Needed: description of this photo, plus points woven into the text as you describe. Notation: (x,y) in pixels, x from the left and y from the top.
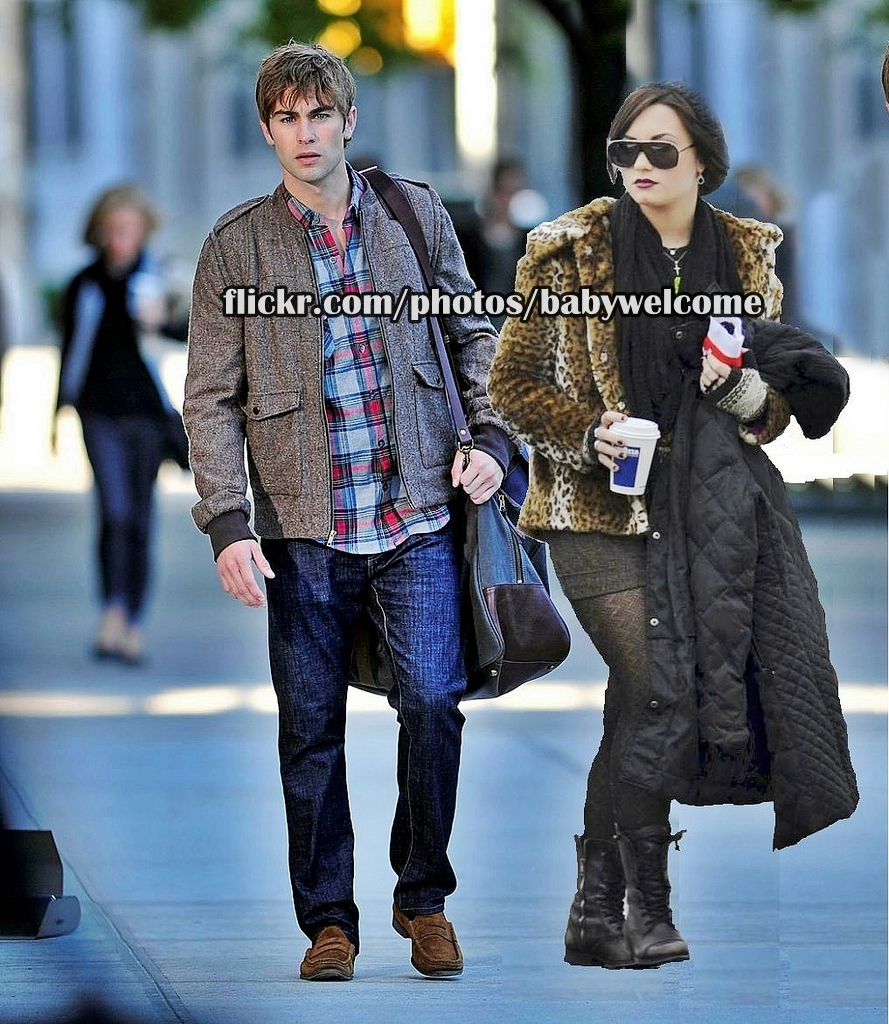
The image is taken from some website there are two people (394,378) walking together, the second picture is an edited picture, the background of the people (631,354) is blur.
